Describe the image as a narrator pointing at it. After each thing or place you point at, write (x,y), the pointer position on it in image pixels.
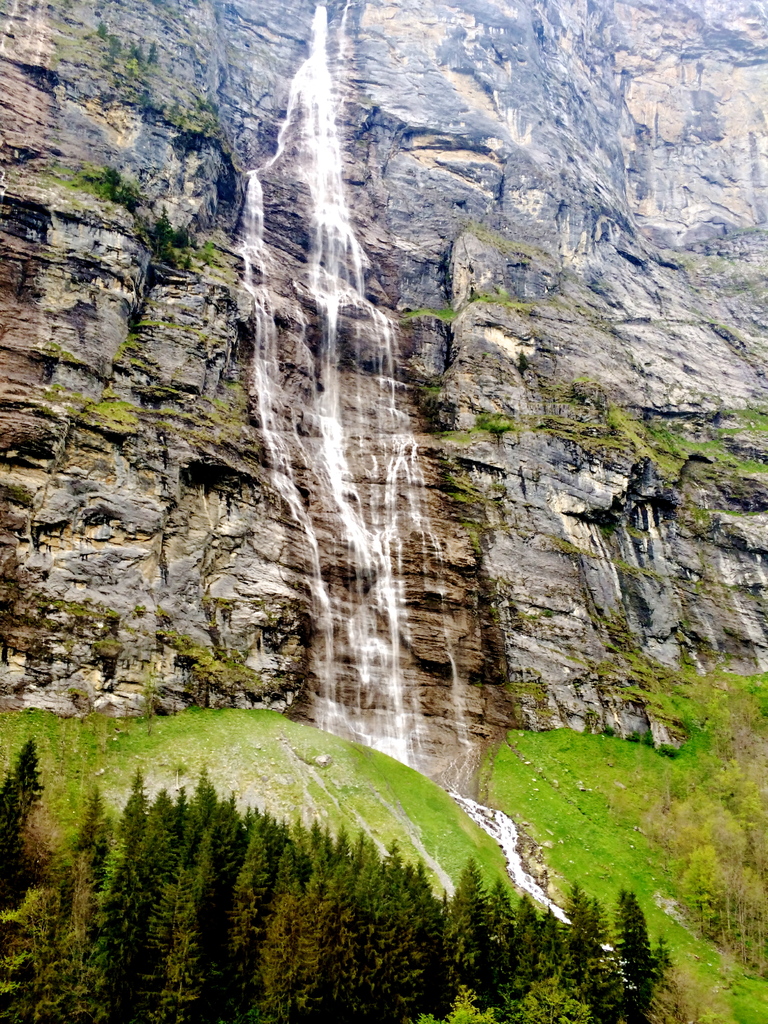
In the image we can see a water falls (347,233). This is a mountain (612,208), trees (314,931) and grass (543,830).
